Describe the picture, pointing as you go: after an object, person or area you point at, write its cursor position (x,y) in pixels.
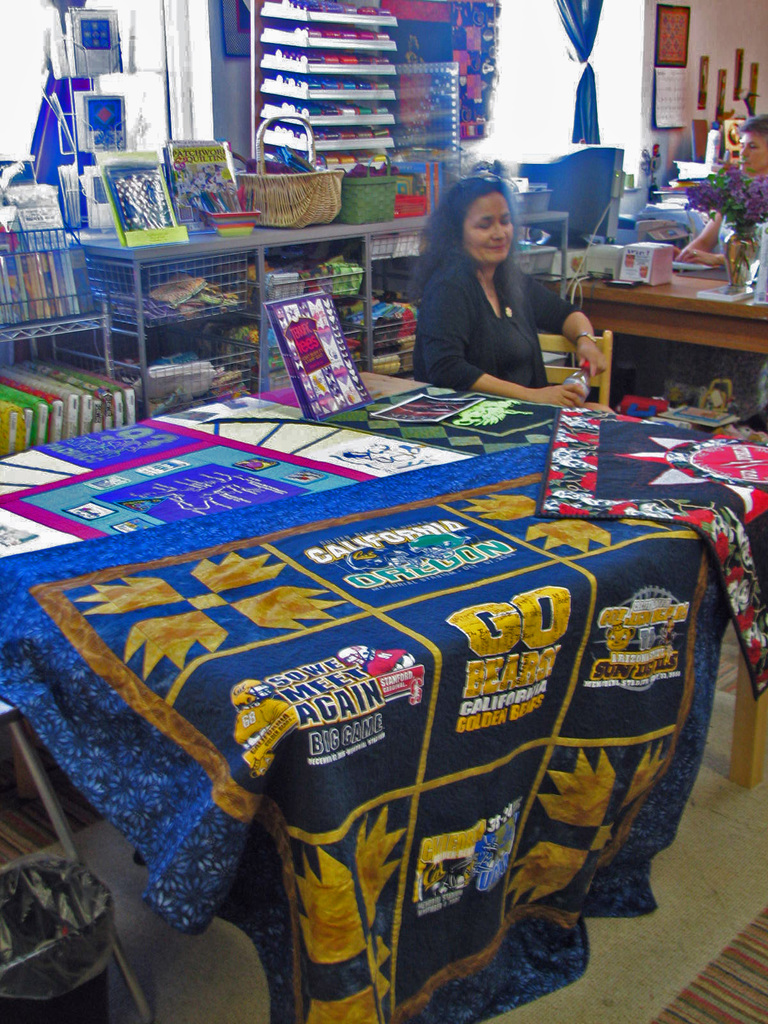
This is a colorful picture is taken inside a shop (718,850). There is woman (551,397) sitting on the chair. She wore a black dress (511,369) and is holding a bottle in her hand (584,371). In front of her there is a table (377,391) on which a cloth (306,419) is displayed. There is also a board (321,398) kept on the table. Behind her there is rack (225,277). On the rack (286,237) there are baskets (304,205) and some things (225,300) displayed. On the other side of her there is a desk (648,314) and a person (715,261) at it. On the desk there is a computer (583,207) and flower vase (728,280). There is window (535,111) and a curtain (572,29) hanged to it. In the background (668,86) there is a calendar (662,78) and photo frames (705,92) hanged on a wall (694,98).
